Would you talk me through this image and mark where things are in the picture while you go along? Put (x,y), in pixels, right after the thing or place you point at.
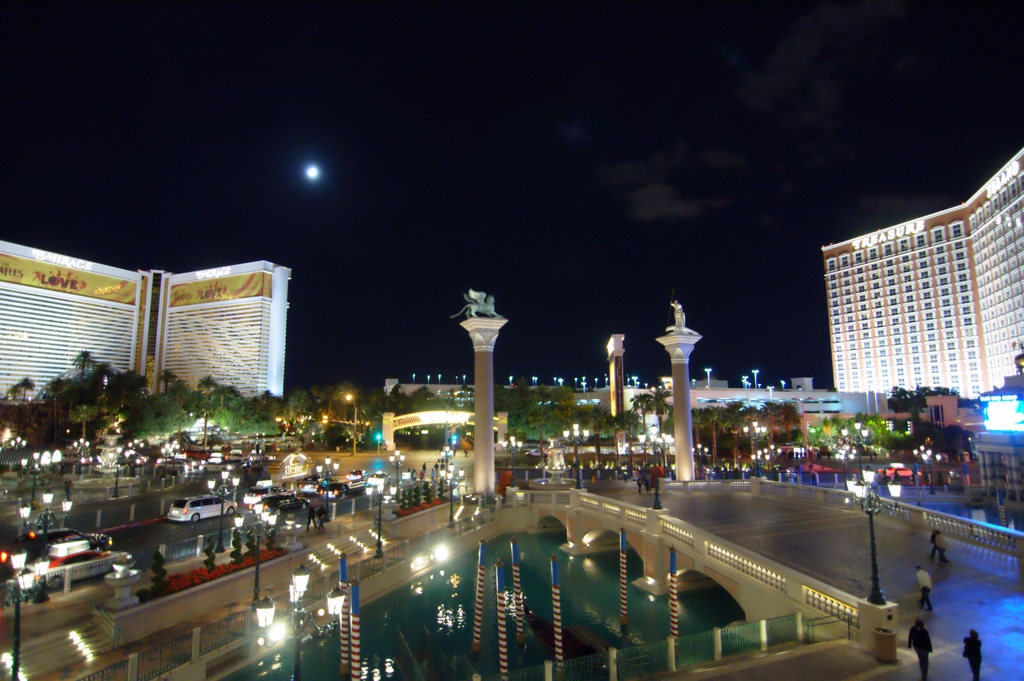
In this picture we can see cars (302,498) on the road (347,452), trees (106,413), lights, buildings (970,319) and some people (918,629) on the bridge (942,644) and in the background (301,183) we can see the sky (578,137).
